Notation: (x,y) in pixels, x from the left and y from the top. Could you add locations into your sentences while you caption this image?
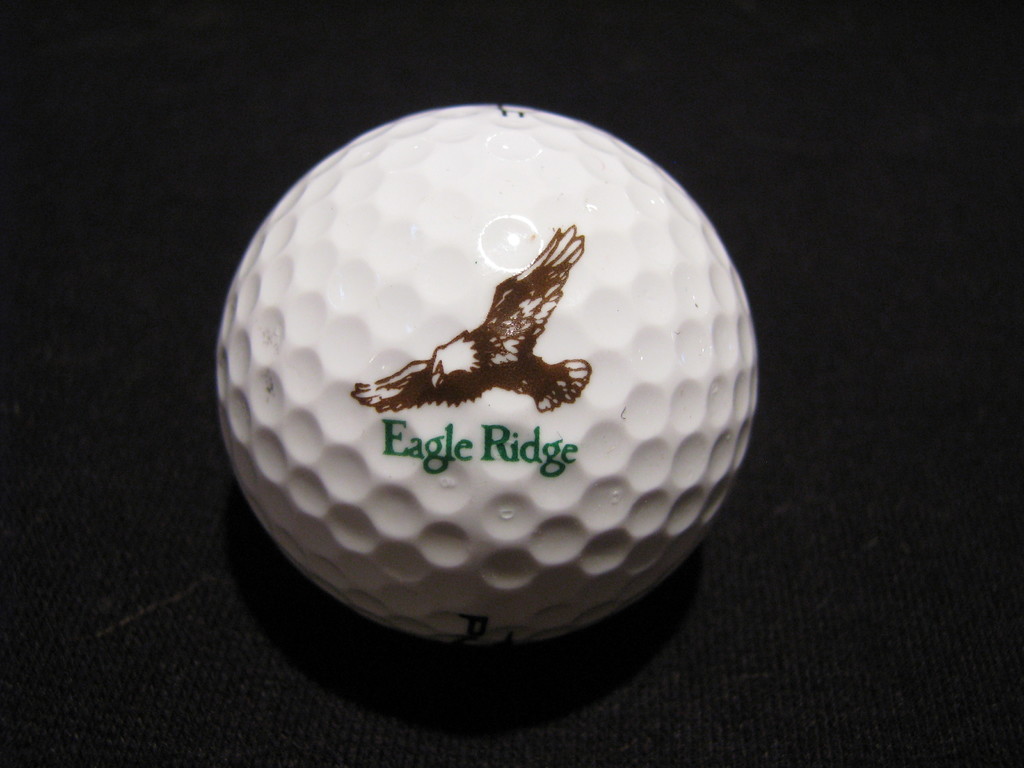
In this image we can see a ball (451,555) on a black color platform (105,284). On the ball (529,333) we can see picture (470,383) of a bird (543,405) and text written on it.
